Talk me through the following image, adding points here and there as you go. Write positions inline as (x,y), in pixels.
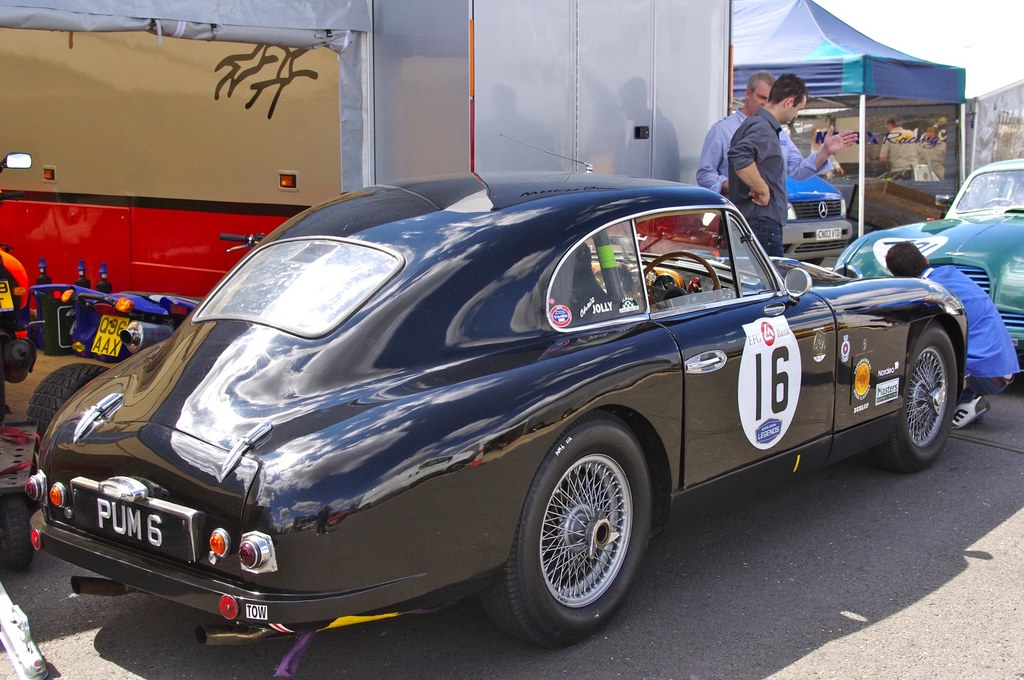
This picture is clicked outside and we can see the group of vehicles (815,198) seems to be parked on the ground (800,572) and we can see the group of persons (730,126) and a person (996,354) seems to be squatting on the ground (959,433). In the background (915,55) we can see the sky (1005,60), tent (881,94) and some other objects (53,366).
